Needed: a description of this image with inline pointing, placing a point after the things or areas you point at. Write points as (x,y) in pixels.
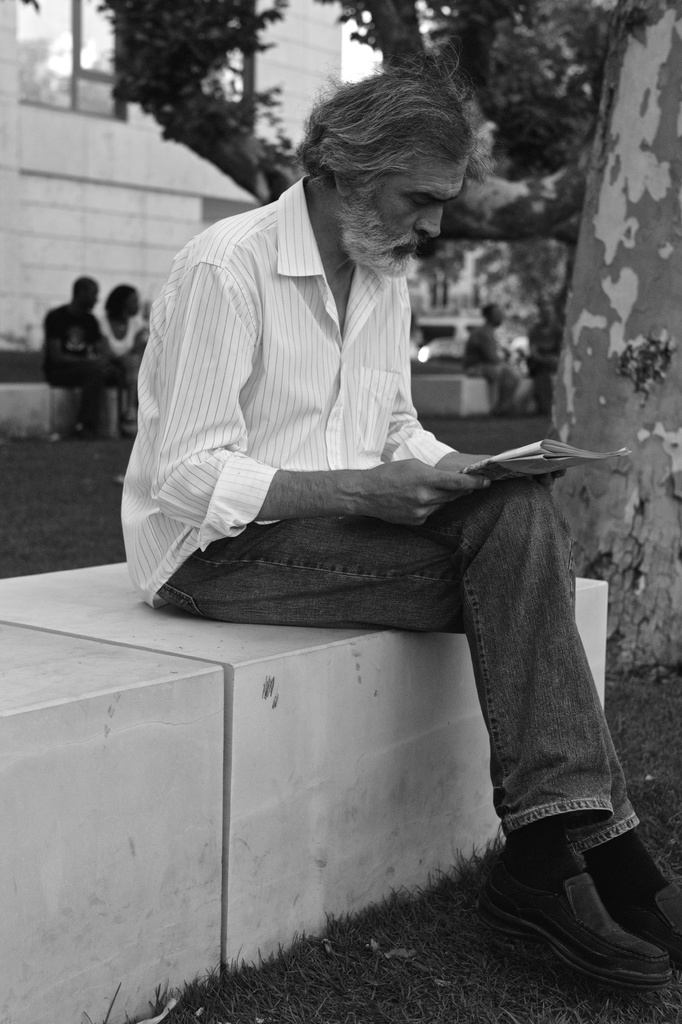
In the image I can see a person (444,586) who is holding the paper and sitting and also I can see a building (116,244) and a tree (637,46).
